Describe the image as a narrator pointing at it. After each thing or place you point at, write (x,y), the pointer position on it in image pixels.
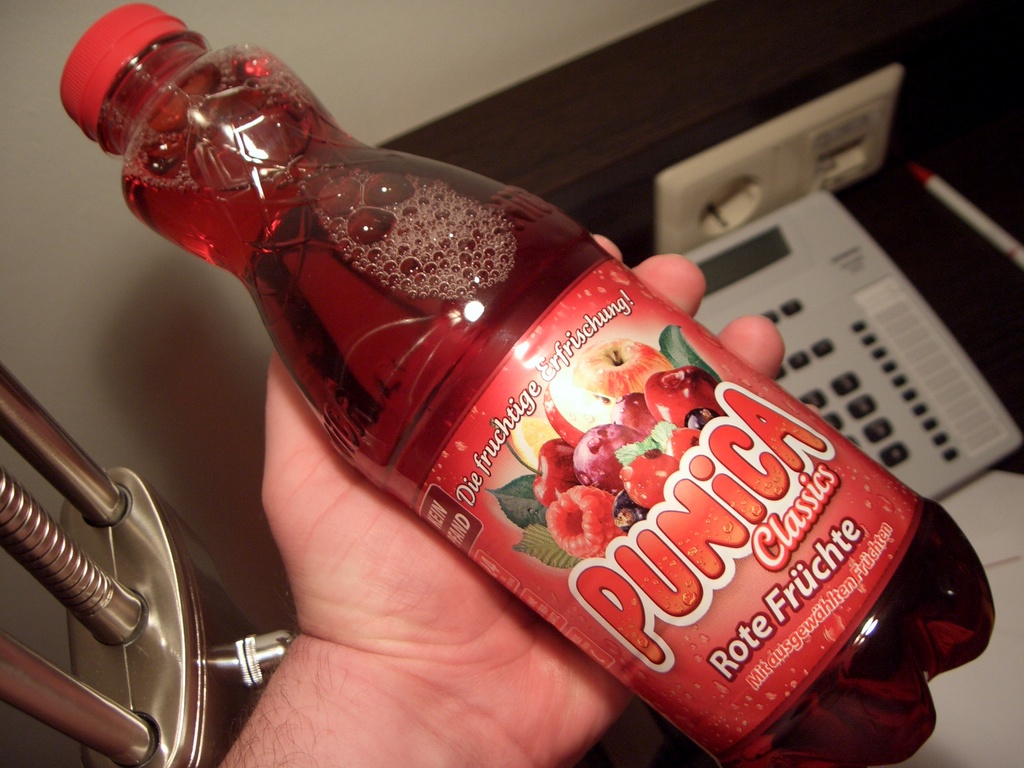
In this image, there is a hand (317,671) holding a bottle (541,340). This bottle (619,511) has a label (527,408) and contains some text (804,522). There is a telephone (825,308) on the right side of the image (830,288).
